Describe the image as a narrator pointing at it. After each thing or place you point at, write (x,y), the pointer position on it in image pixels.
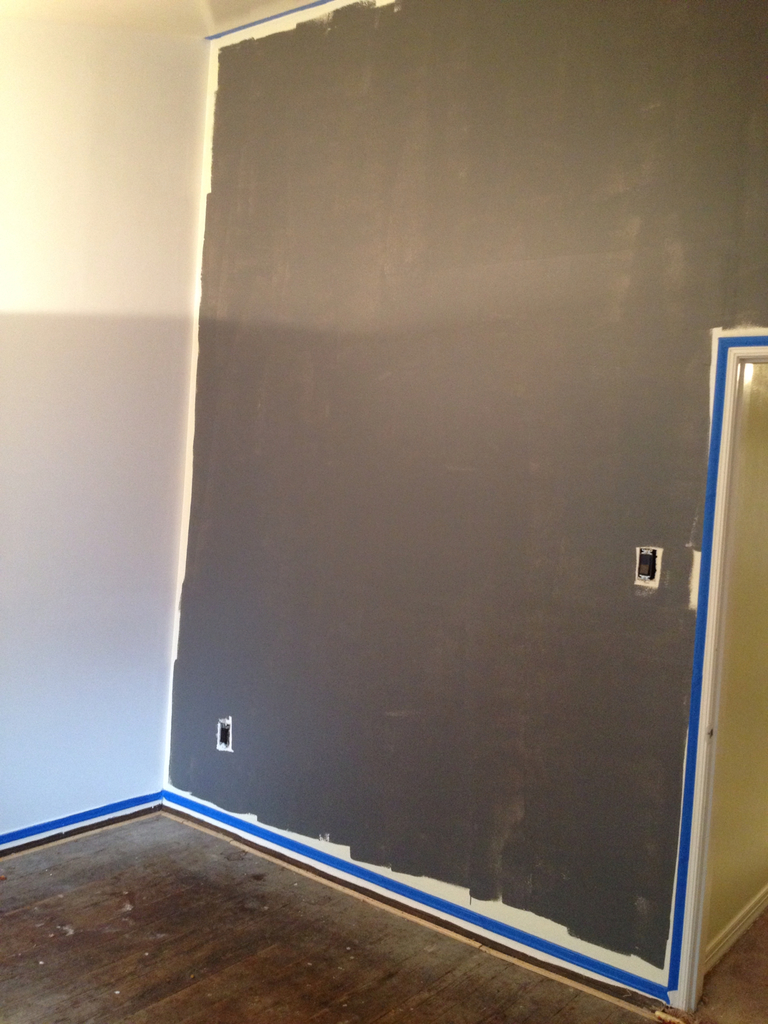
In this picture we can see walls (247,564).
